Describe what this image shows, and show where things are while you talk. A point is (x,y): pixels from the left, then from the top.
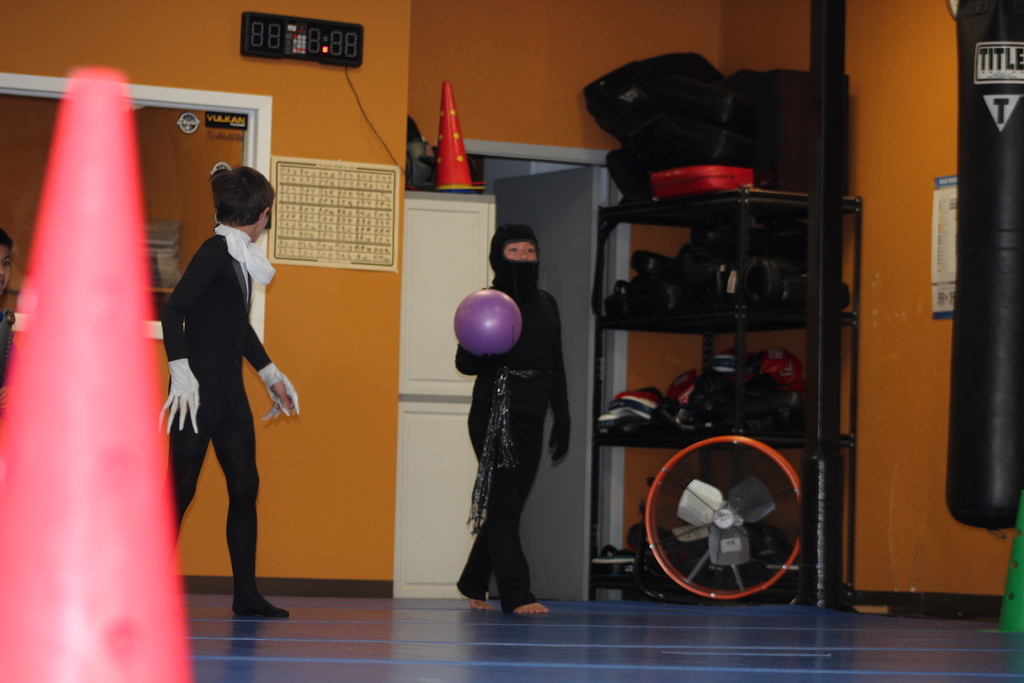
In this image we can see two persons (506,514) are standing, they are wearing a black dress (545,326), and holding a ball (506,332) in the hand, there are helmets (772,286) in a rack (614,218), at the top (767,117) there are some objects (665,150), there is a door (571,277), there is a clock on a wall (385,75).
